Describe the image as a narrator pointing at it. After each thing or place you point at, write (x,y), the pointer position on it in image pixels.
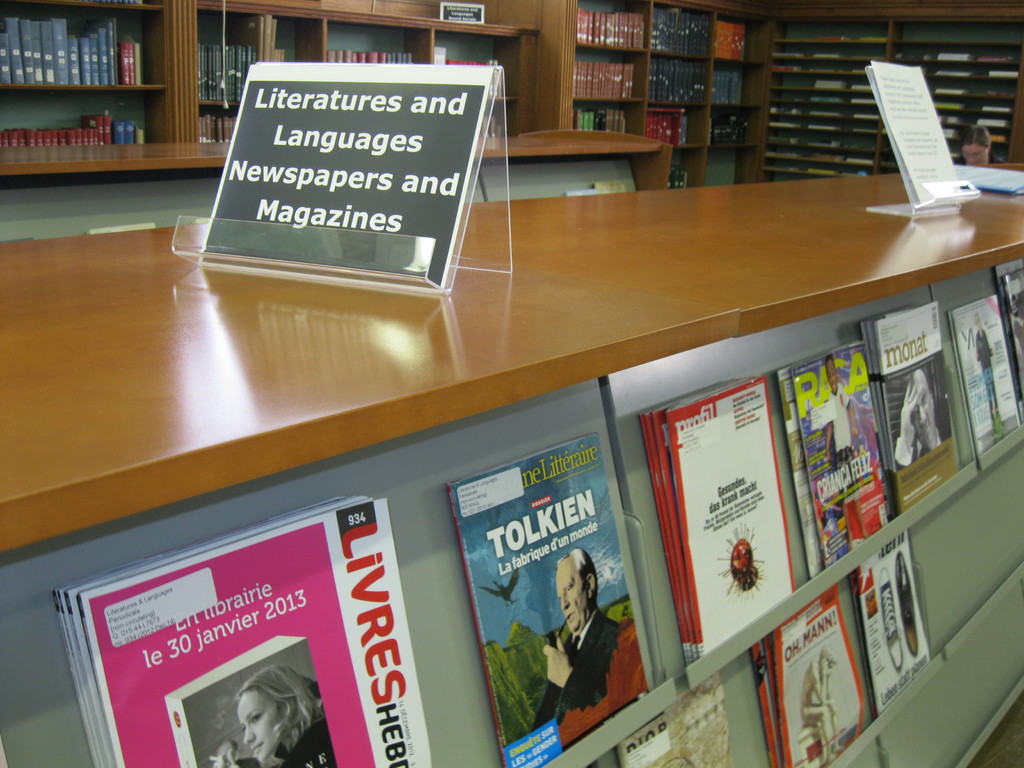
There are group of magazines (766,529) placed beside the table (470,635) and there is a book shelf (660,65) in the background (660,65).
